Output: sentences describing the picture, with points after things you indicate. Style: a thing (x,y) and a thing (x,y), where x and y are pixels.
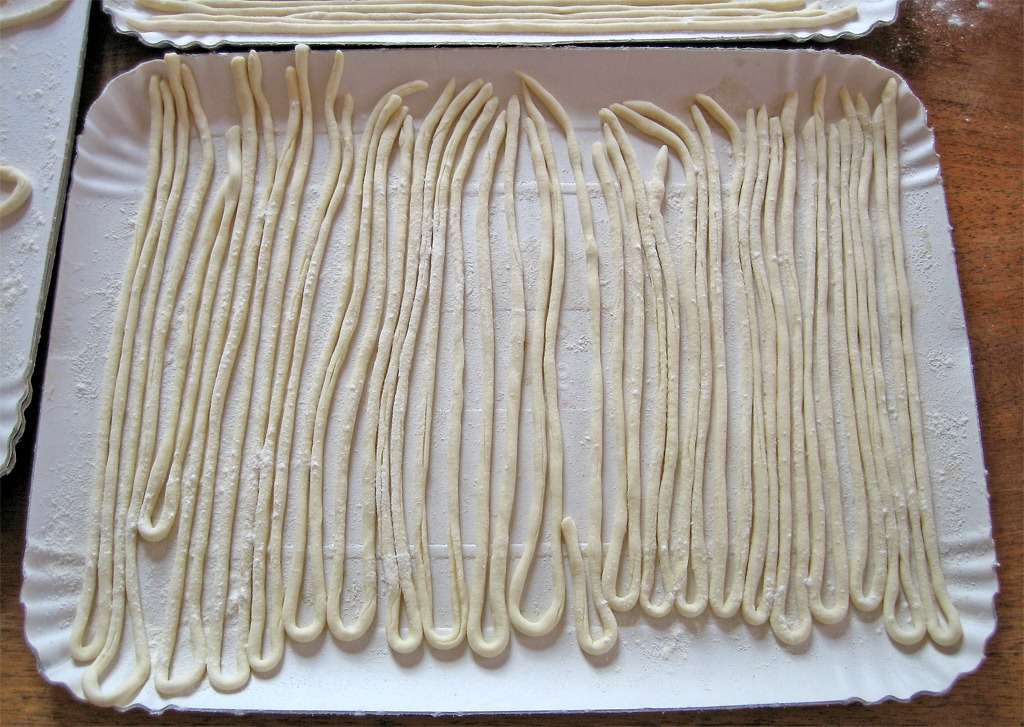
There are thick hand rolled pastas (157,229) arranged on the white color plates (941,322). Which are on the wooden table (994,232).
